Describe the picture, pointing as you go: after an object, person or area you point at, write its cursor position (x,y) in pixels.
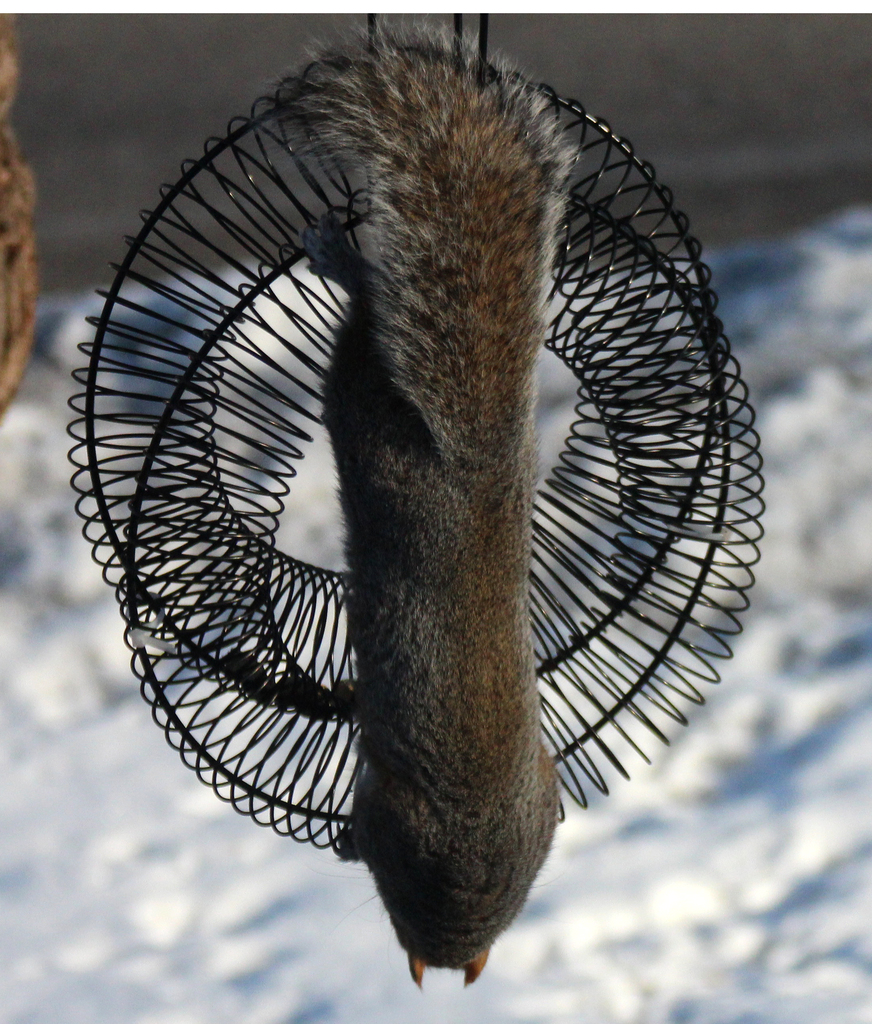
In the center of the image (545,670) we can see one round spring type object (246,245). On that object (620,266), we can see one animal (420,633), which is in brown and ash color. On the left side of the image (27,239), we can see one object (26,250). In the background (51,257) we can see a few other objects (318,388).
